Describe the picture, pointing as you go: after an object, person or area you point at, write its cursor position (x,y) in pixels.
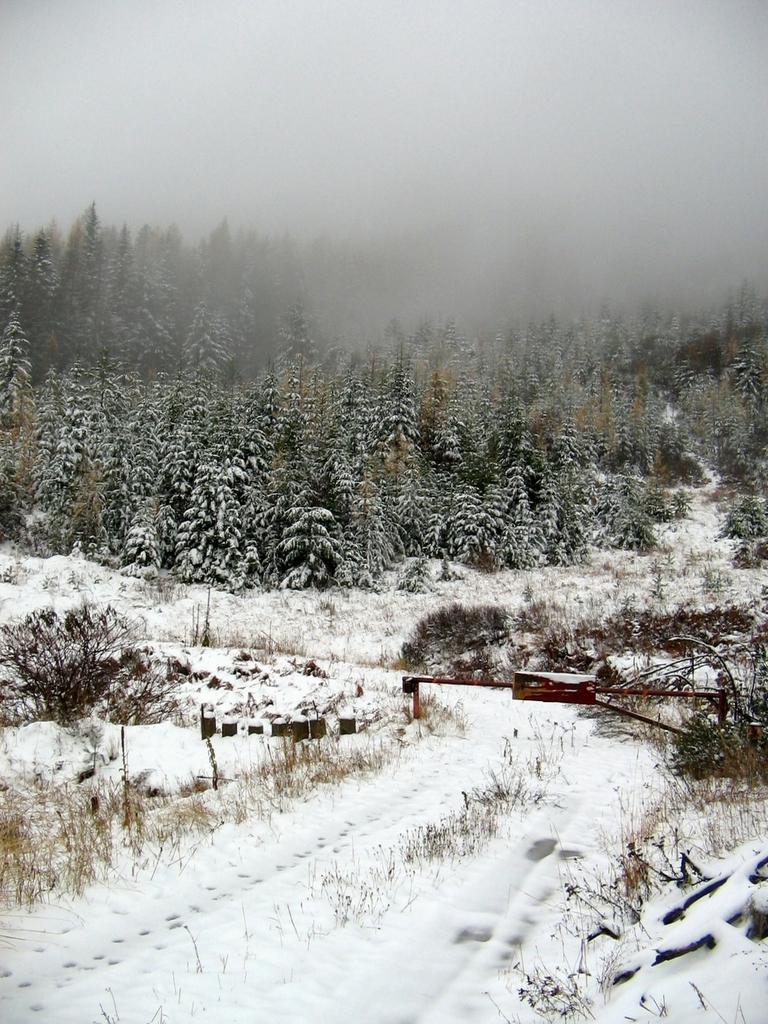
This image is taken outdoors. At the bottom of the image (391,896) there is a ground (521,923) with grass (25,798) and covered with snow (325,649). There are a few plants (486,650). In the background (218,421) there are many trees (412,450) and plants (718,427) on the ground (697,513). At the top of the image (151,115) there is a fog (369,160).
